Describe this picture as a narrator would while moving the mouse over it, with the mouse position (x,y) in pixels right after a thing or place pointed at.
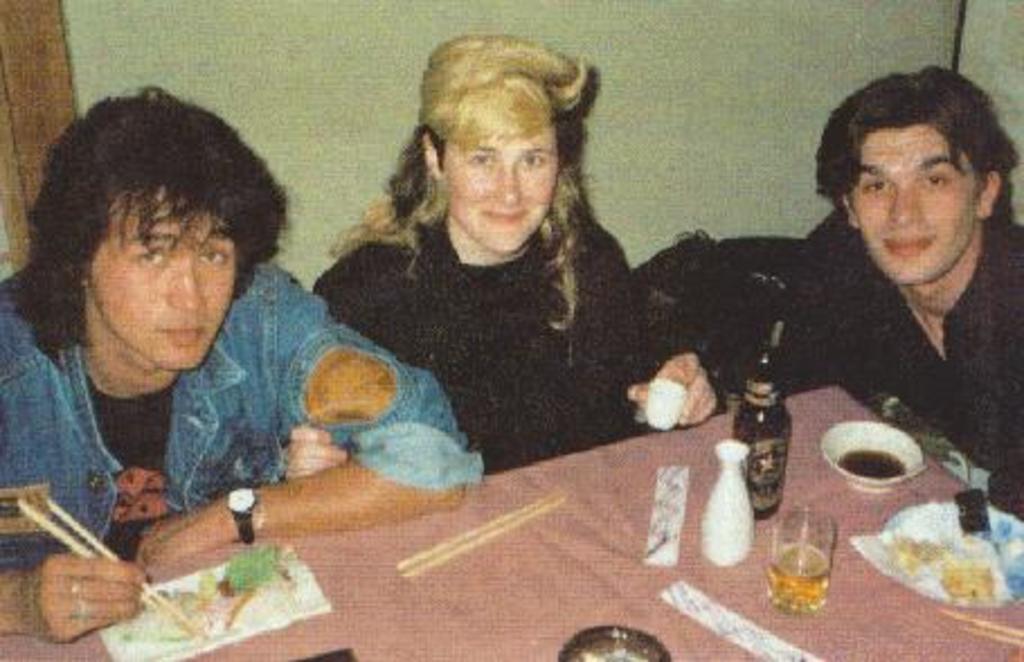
In this image, we can see a few people (256,260) sitting. Among them, two people (207,440) are holding objects (663,427). We can also see a table (496,582) with a cloth (508,578) covered and some objects (921,524) on it. We can also see the wall (553,28).
